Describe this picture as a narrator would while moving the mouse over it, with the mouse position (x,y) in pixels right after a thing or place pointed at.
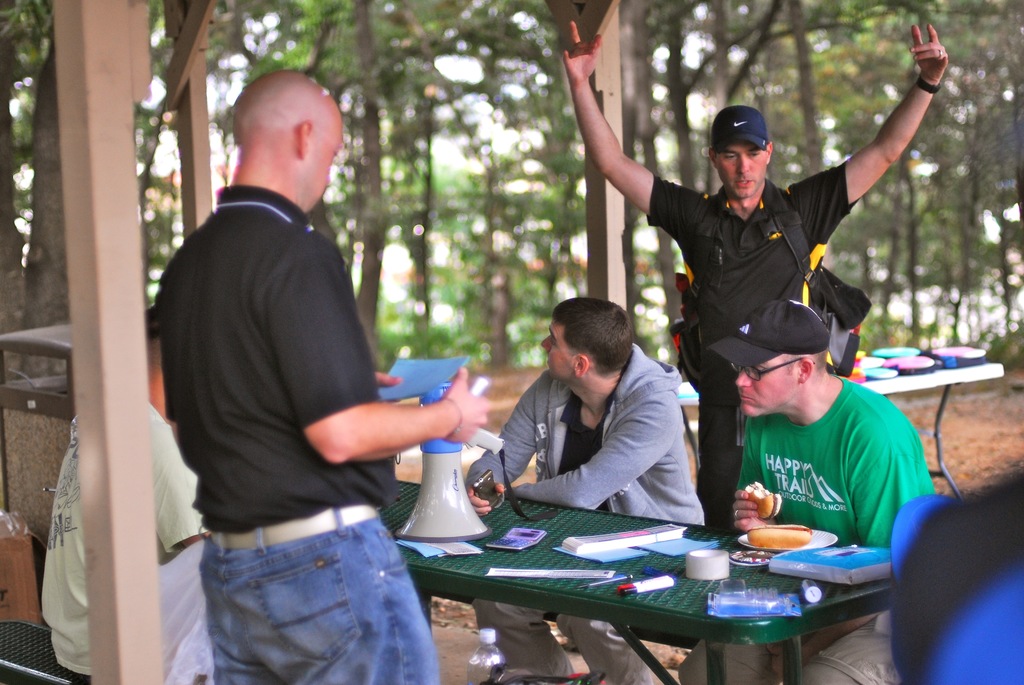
There are some people (717,468) in the picture. Two men (653,439) are sitting in front of the table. On the table (732,537) there is a food (792,543) and some accessories (576,552) along with a speaker (431,502). And the other two men (776,188) are standing. In the background (424,174) there are some trees (657,165) and discs (912,362) on the table (933,377).
